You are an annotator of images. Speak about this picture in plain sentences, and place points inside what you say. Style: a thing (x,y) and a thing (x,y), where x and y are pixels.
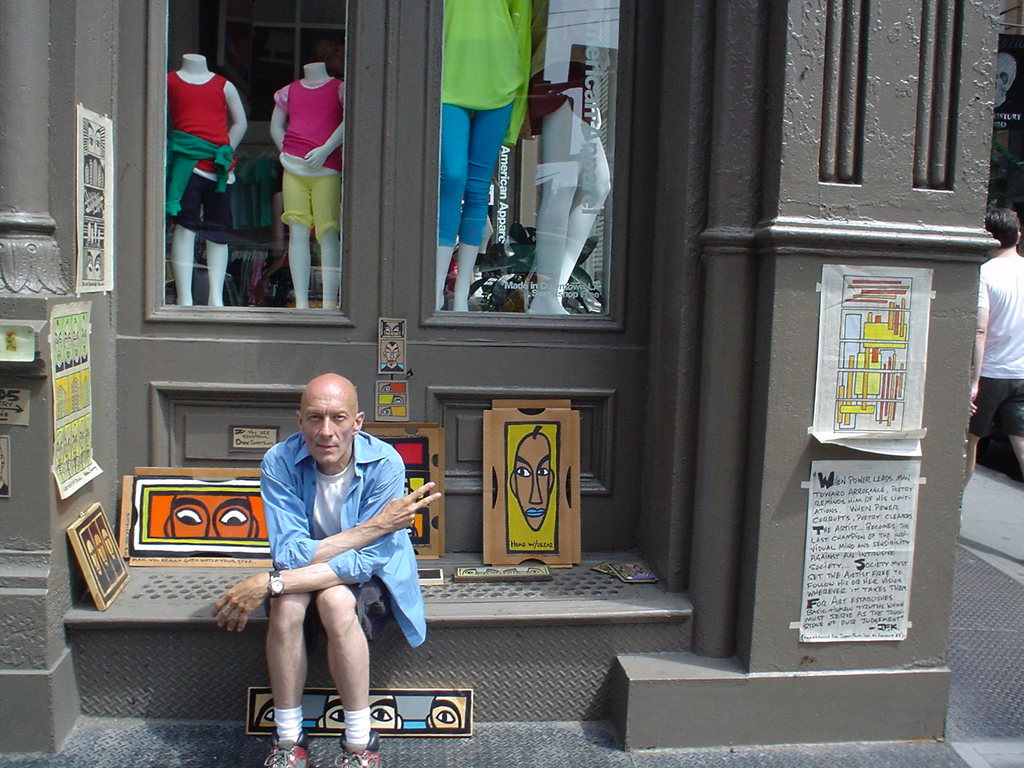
There is a person (346,400) in blue color t-shirt (370,465), sitting and showing a sign (432,492). On the right side (884,364), there are posters (854,464) attached to the wall (778,496) of a building (896,206) which is having glass windows (250,39). Through this windows (537,199), we can see there are dolls (526,47) which are having dresses (309,169). Beside these windows (189,30), there are posters (83,381) pasted on the wall (74,160) and there are paintings (166,496). In the background (1007,301), there is a person (999,281) in white color t-shirt (1023,359), walking on the road (1008,489).
